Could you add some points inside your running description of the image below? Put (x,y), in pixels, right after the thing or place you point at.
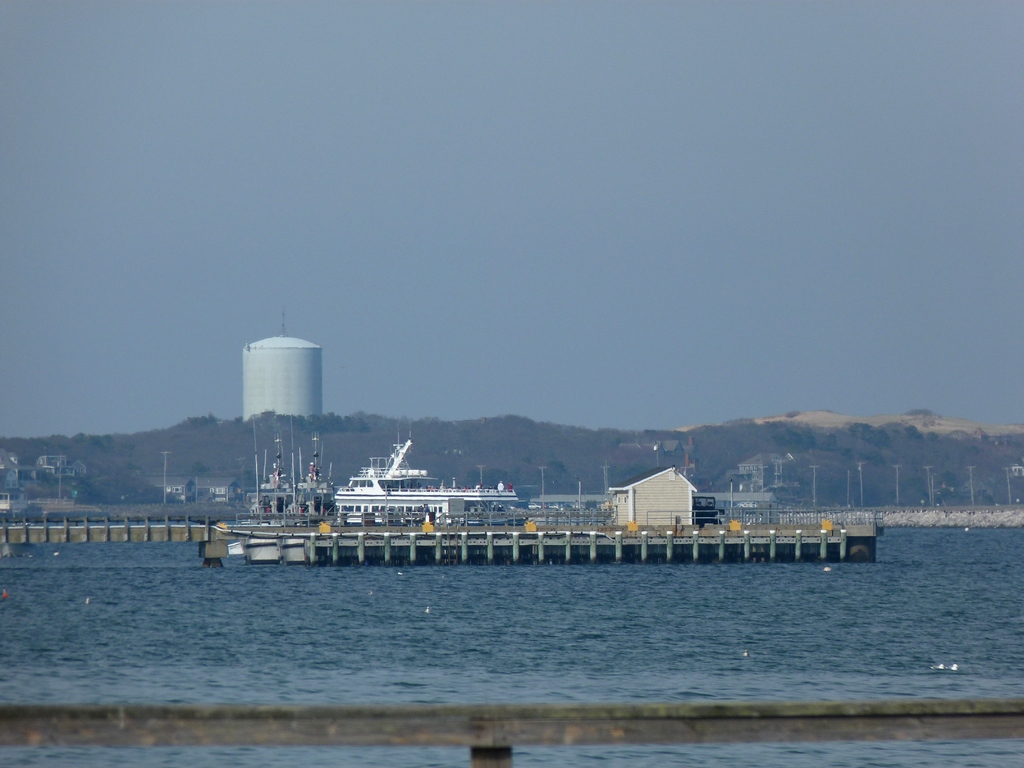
In this picture we can see a ship (378,510), platform (144,519), poles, houses (764,457), water (683,659), fence (756,509), mountains (416,452), tank (252,361) and in the background (272,176) we can see the sky (329,327).
